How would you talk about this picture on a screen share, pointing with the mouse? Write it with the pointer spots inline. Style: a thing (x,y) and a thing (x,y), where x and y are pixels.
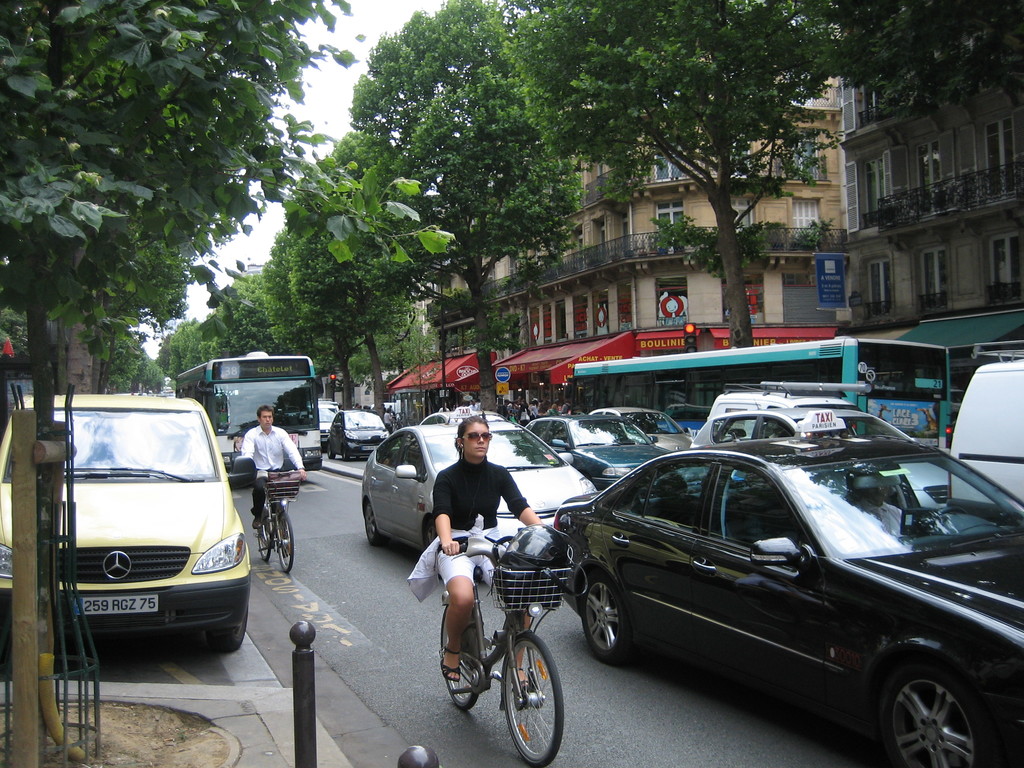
I can see the man (282,464) and woman (444,504) riding bicycles (495,677). These are the vehicles (531,472) on the road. I can see the trees (139,250). These are the buildings (668,288) with the windows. This looks like a board (833,282), which is attached to the building wall (866,265). Here is a traffic signal (693,325). I think these are the sign boards (502,382) attached to a pole (502,401).
